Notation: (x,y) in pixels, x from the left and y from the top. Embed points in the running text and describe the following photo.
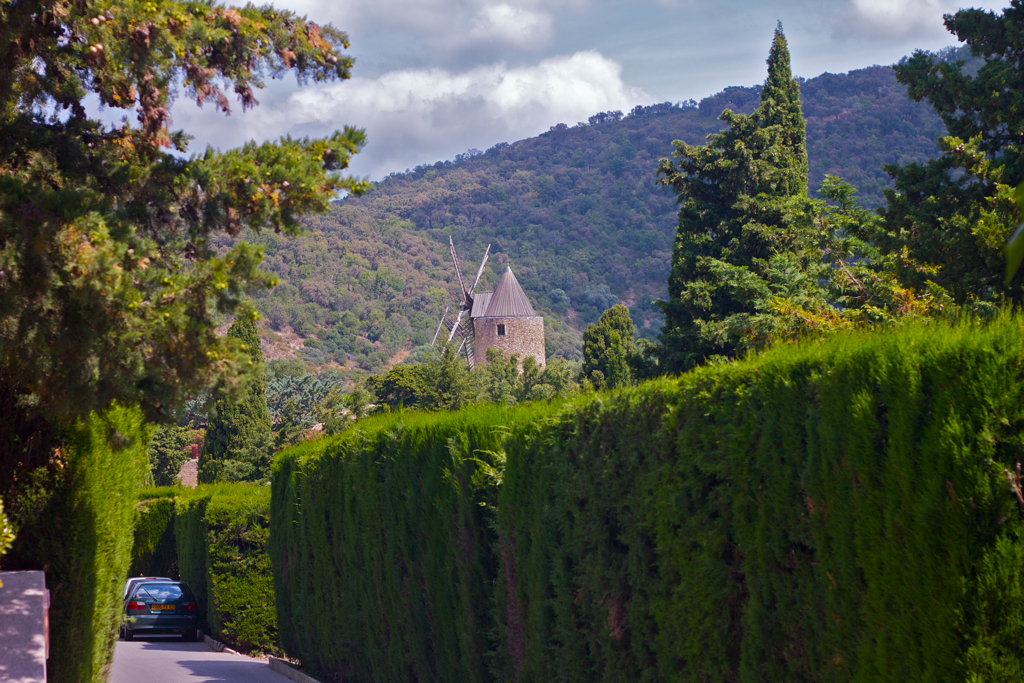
In this image there is the sky (545,51) truncated towards the top of the image (609,46), there are clouds (471,62) in the sky (433,53), there are mountains (416,212), there are trees (562,231) on the mountain (538,257), there is a windmill (510,325), there are trees (967,135) truncated towards the right of the image (986,109), there are trees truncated towards the left of the image (50,266), there are trees (591,611) truncated towards the bottom of the image (478,644), there is the road (143,663) truncated towards the bottom of the image (166,662), there are cars (157,611) on the road (184,648), there is an object (20,619) truncated towards the left of the image (24,625).
